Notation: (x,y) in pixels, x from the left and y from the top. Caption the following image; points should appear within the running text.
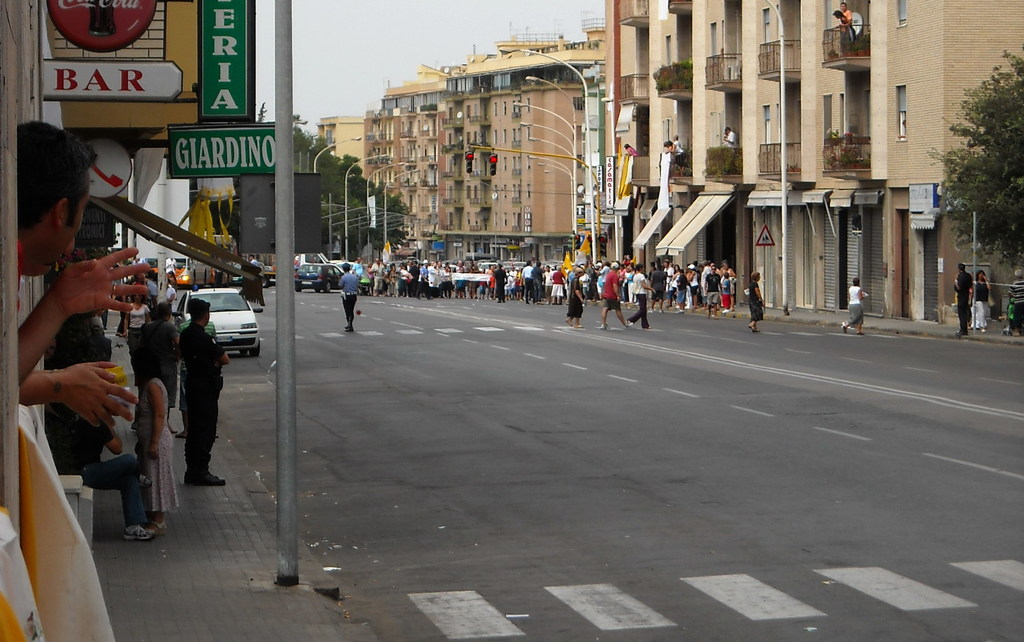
In this picture we can see the view of the road (269,372). In the background (396,279) there is a group of men and women (522,283) standing for the protest. On the right corner (814,30) there are brown color buildings (512,145), street light (573,204), traffic signals (469,155). On the left corner (134,219) we can see bar shops (151,91) and some other shops (158,110). In the front (180,380) there are some persons (196,403) standing on the footpath area (207,557).
